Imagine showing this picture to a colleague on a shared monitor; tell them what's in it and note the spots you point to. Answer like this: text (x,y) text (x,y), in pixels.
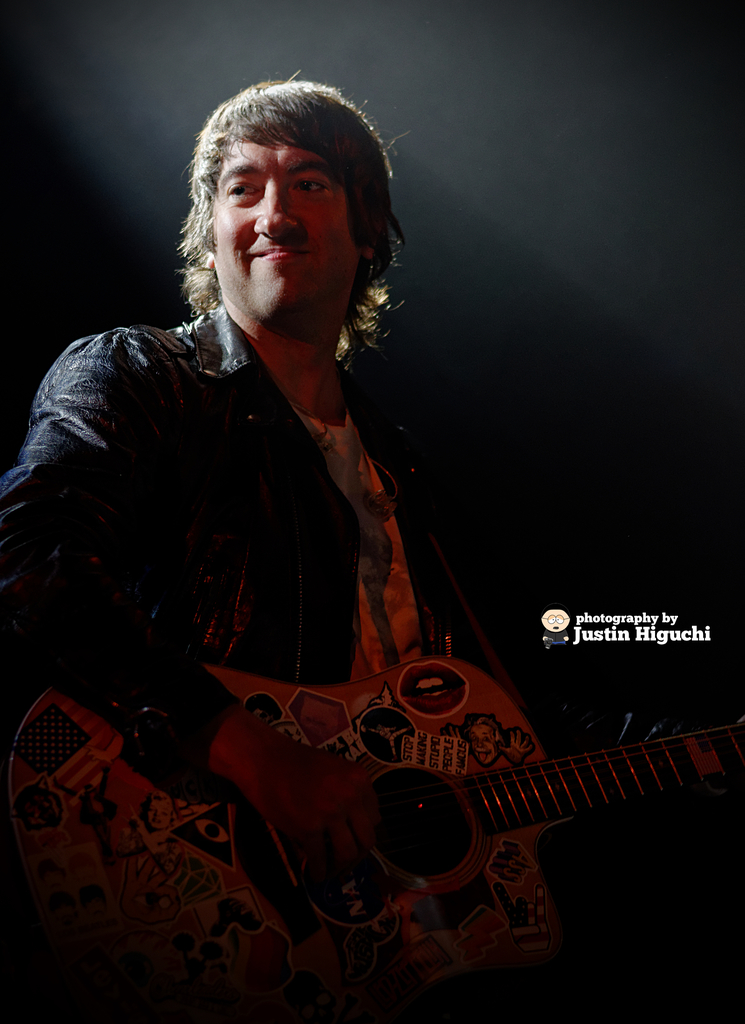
This picture shows a man (36,417) standing and playing a guitar (333,974) and we see a smile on his face (277,235).
